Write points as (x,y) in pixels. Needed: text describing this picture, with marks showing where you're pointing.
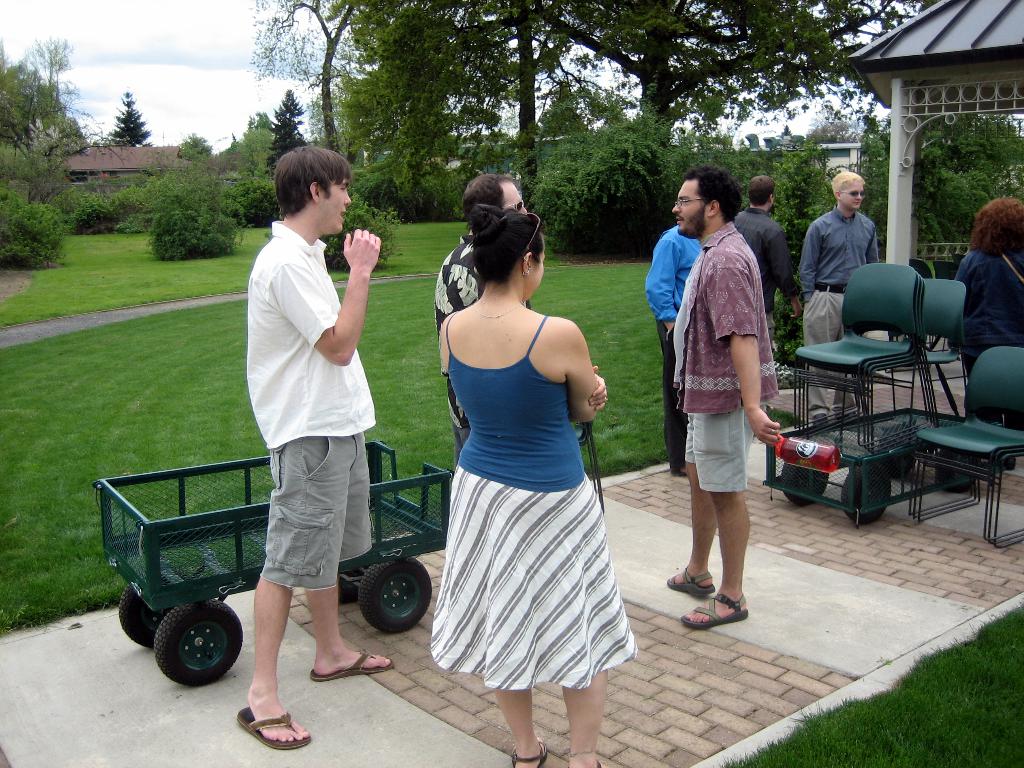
In this picture, we see people (664,382) are standing. Beside them, we see a trolley vehicle (376,555). The man (707,274) in the middle of the picture (677,375) is holding a red color water bottle (813,452) in his hand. Behind him, we see the chairs (967,441). On the right side (987,14), we see a gazebo (919,39). There are trees (477,123) and buildings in the background (581,1).
